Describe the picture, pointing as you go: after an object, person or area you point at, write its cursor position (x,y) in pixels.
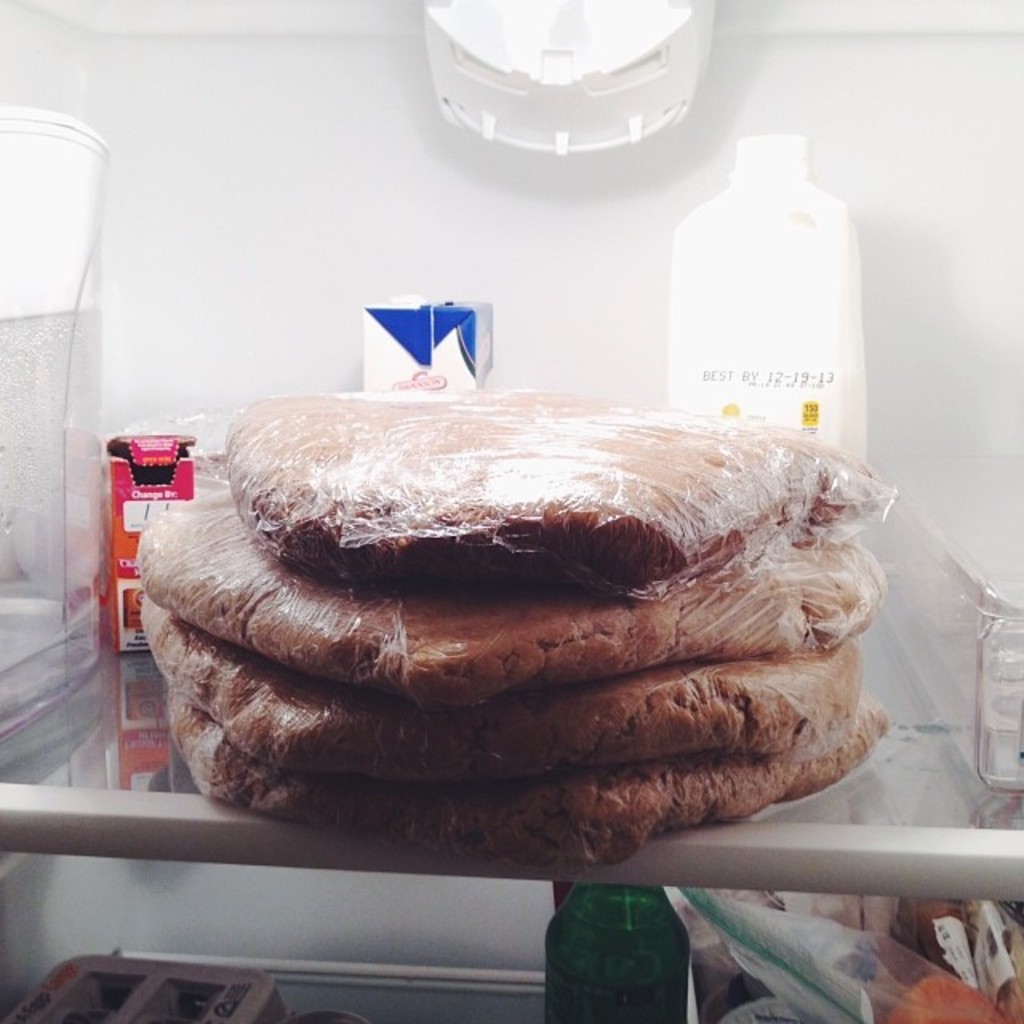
This is a picture of the inside of the fridge (117,282). In this picture in the middle (428,549) there are some food items (337,642), and on the background (756,347) there is a bottle (726,342) and some food packets (419,310) are there and in the bottom (605,937) there is a bottle (668,942) there is some food items (847,955) are there.
